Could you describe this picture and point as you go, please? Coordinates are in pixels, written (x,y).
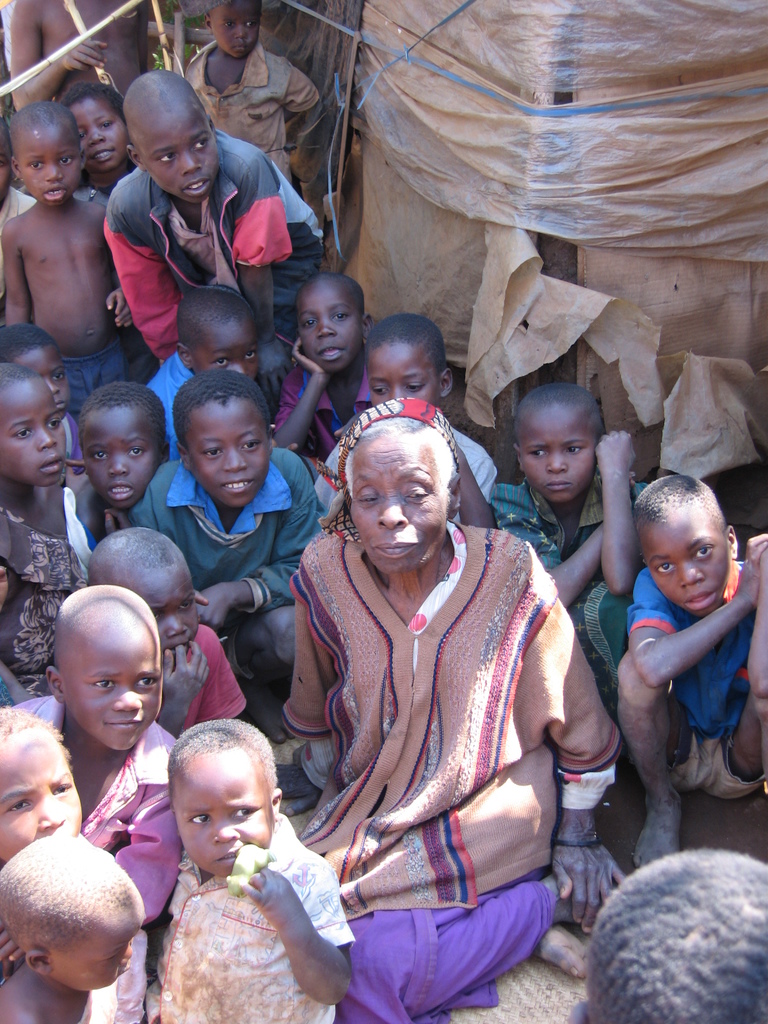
In this picture, we can see a group of people (296,563) sitting on the path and behind the people (193,435) there is a plastic cover (496,142) and other things (322,131).
